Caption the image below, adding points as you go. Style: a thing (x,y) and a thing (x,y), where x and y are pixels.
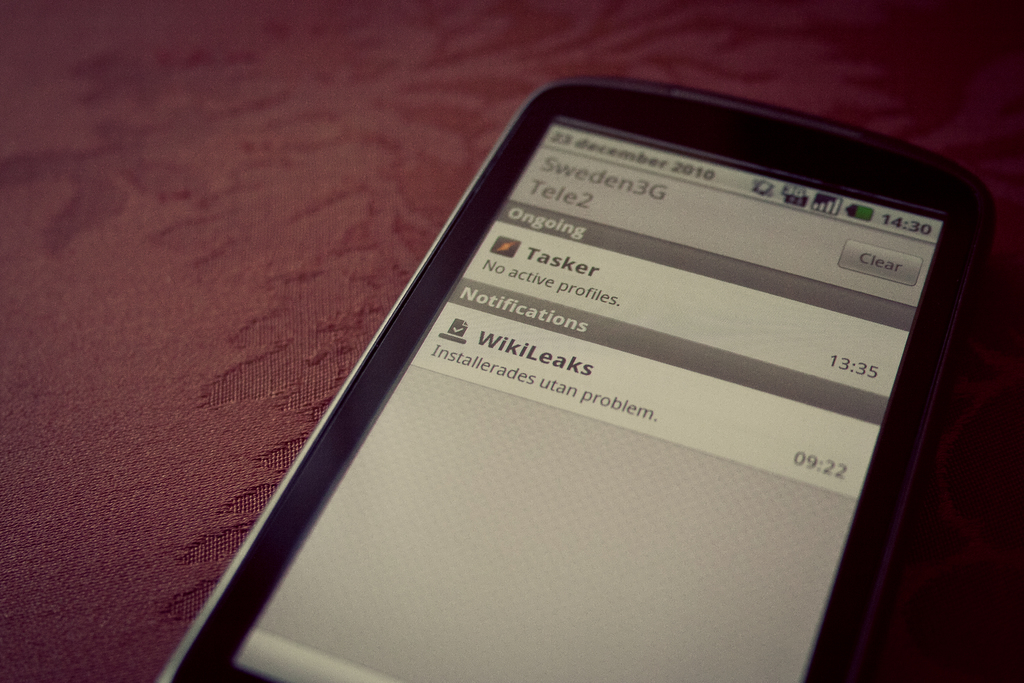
In this image I can see maroon colour cloth (252,386) and on it I can see a black colour phone (715,300). In its screen (552,288) I can see few things (586,172) are written.
